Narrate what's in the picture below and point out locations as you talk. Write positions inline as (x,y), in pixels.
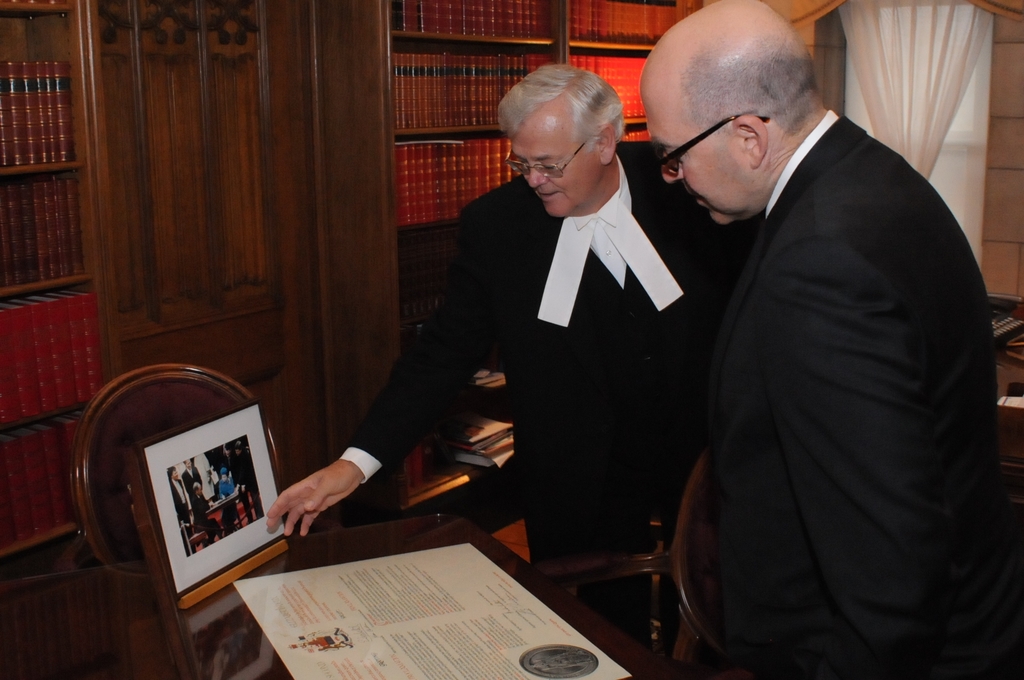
In this image I can see two men (702,301) are standing and wearing black color clothes (655,340). Here I can see a table (249,575) which has a photo (185,578) and some other object (281,614) on it. In the background (107,358) I can see white color curtains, shelves (506,74) which has books (412,72) and a chair (169,385) on the floor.
